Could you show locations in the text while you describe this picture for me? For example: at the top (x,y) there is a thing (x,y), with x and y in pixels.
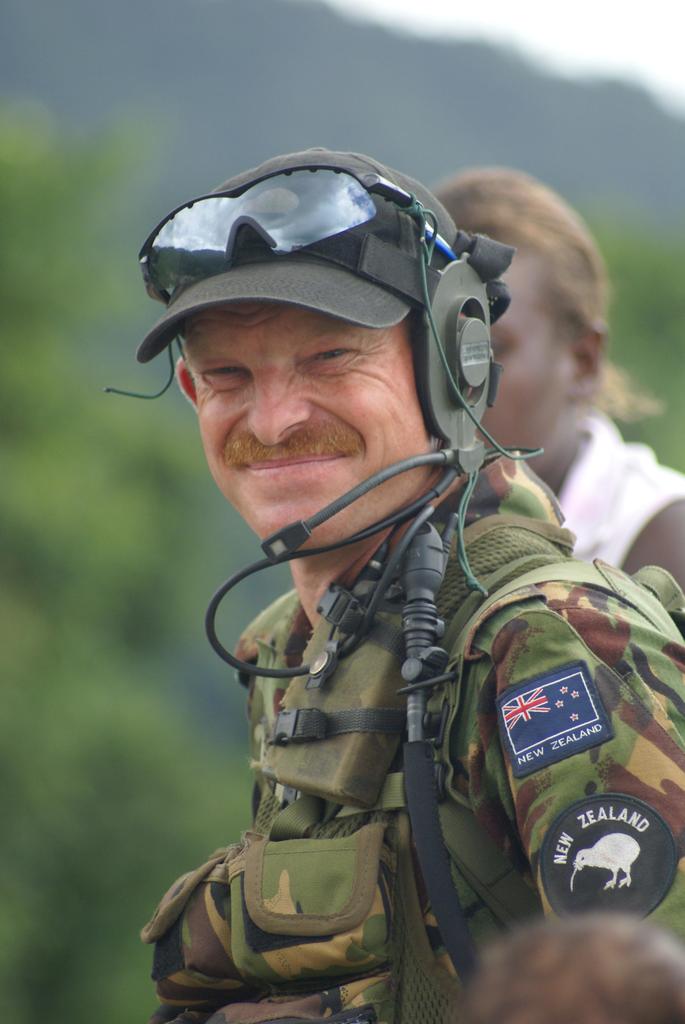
In the middle of the image (438,360) a man (544,642) is standing and smiling. Behind him a person (682,576) is standing. Behind them there are some trees (24,225). Background of the image (24,527) is blur.
